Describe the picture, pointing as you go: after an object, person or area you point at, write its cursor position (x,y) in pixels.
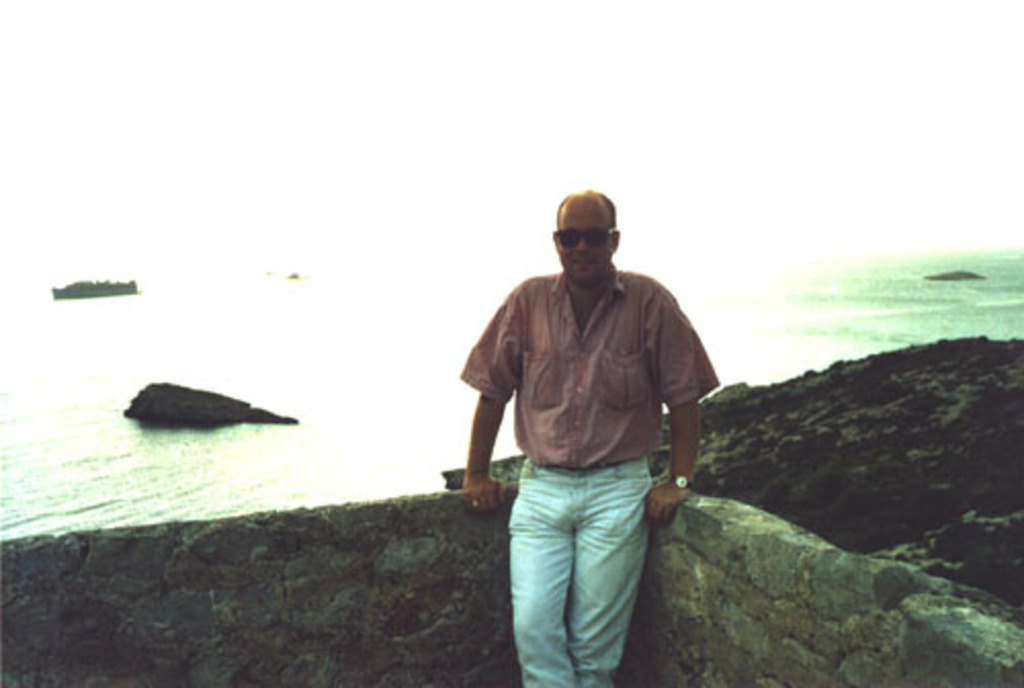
In this picture we can see a man (587,541) is standing on the path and behind the man (612,394) there are walls (361,549), rocks (205,402) and the water (347,394).
